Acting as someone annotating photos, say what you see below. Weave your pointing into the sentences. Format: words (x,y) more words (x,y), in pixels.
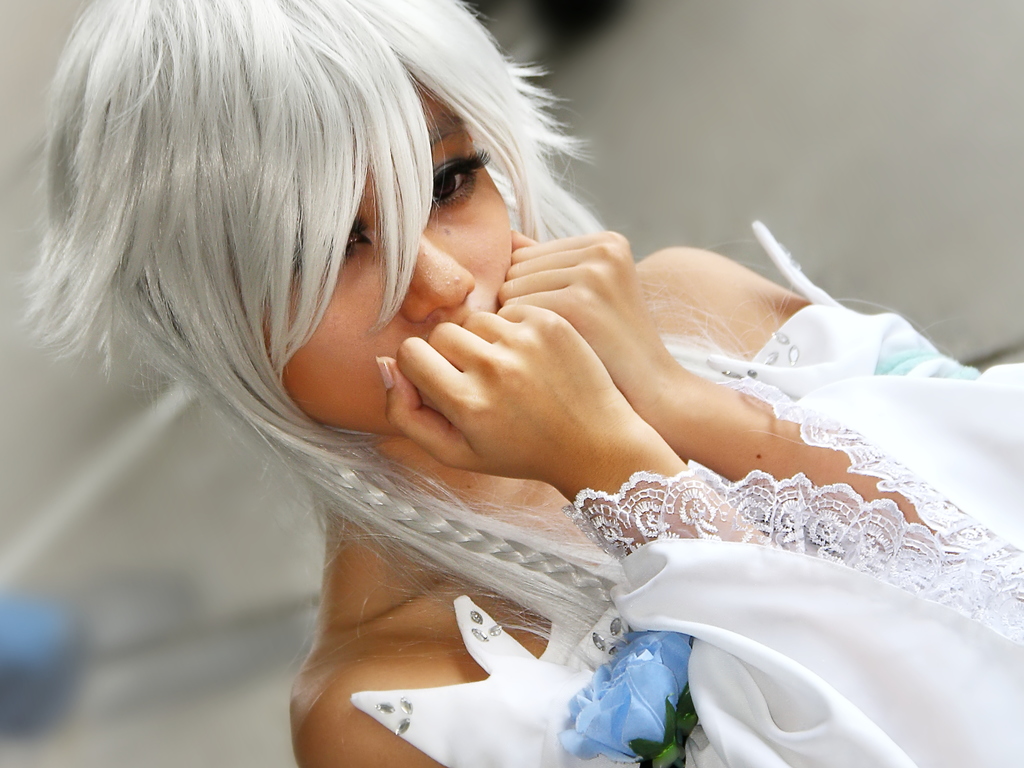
In this image in front (583,594) there is a person (588,575) and the background of the image (998,84) is blur.
